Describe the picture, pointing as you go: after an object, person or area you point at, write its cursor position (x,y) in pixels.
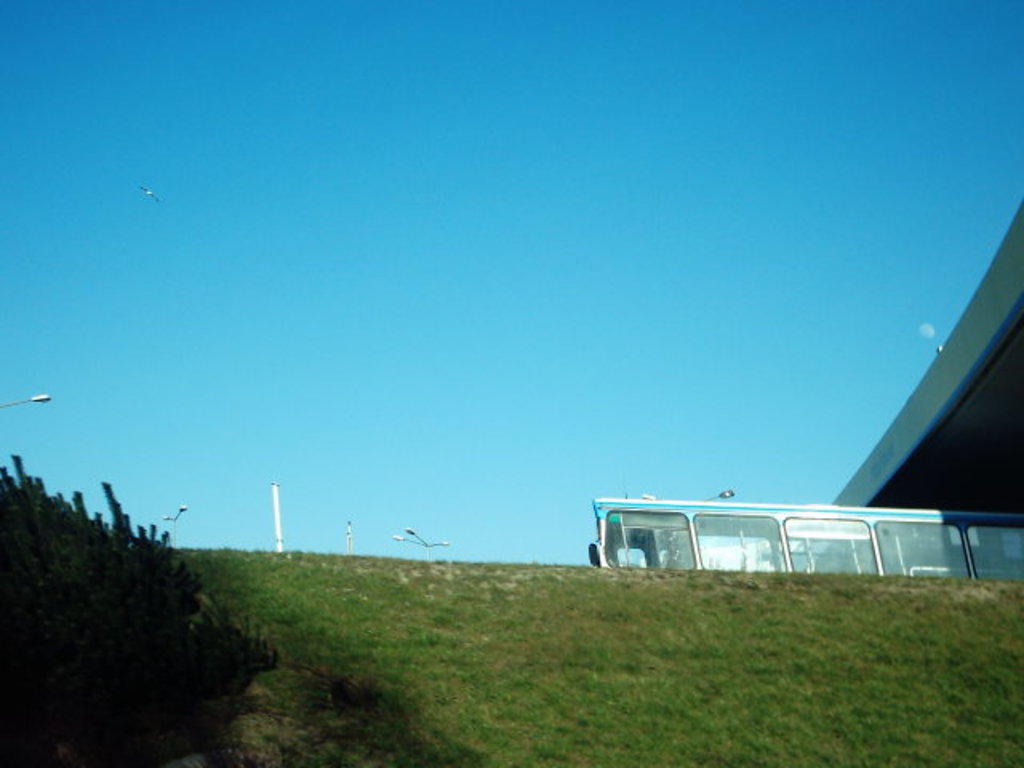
In this picture we can observe grass (526,707) on the ground (575,661). On the left side (132,596) there are some plants (64,587). We can observe a vehicle (763,539) here. In the background (349,198) there is a sky (378,261) which is in blue color.
